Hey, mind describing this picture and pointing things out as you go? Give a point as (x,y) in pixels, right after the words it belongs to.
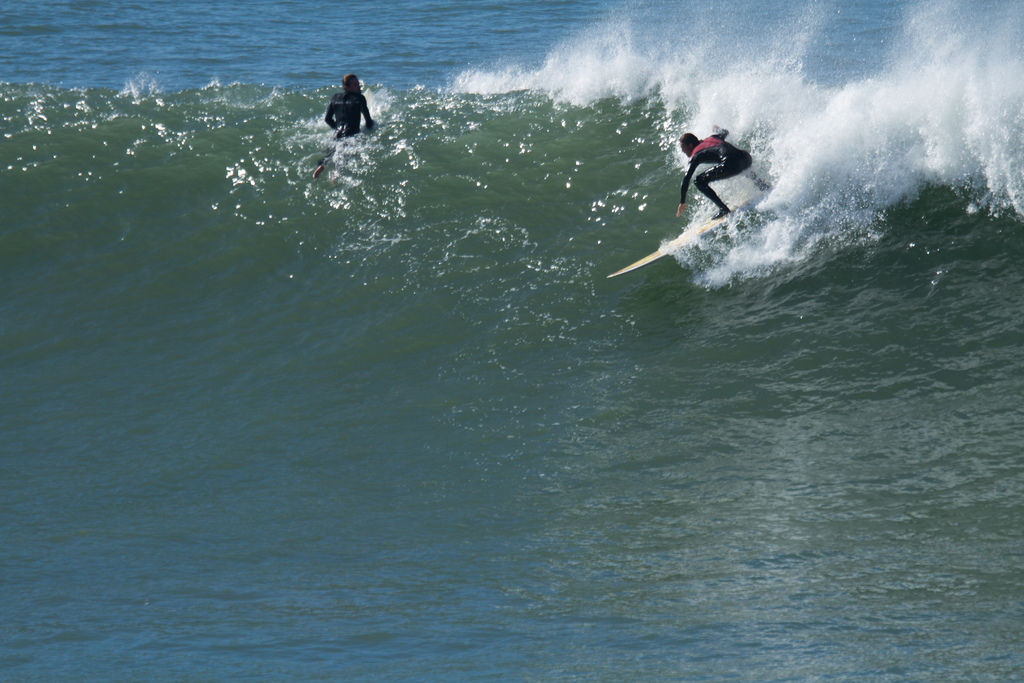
In this image I can see two persons (353,113) surfing the boards (652,254) on the water (435,357). It seems to be an ocean (375,441).
